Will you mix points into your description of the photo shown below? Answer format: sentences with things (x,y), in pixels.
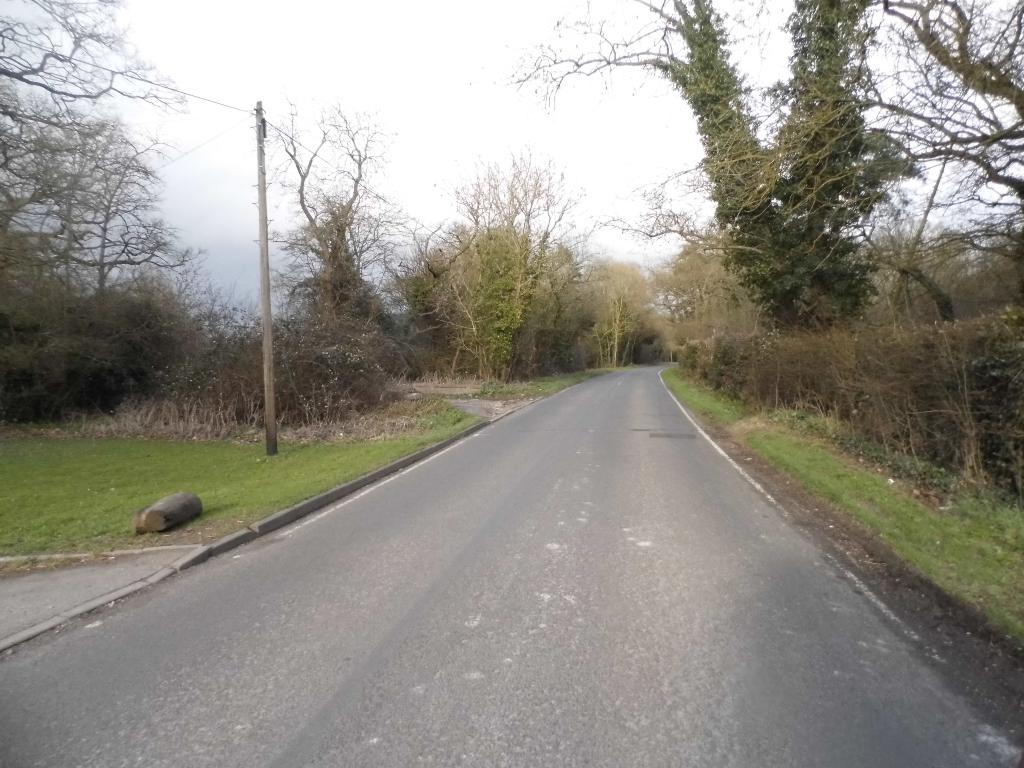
In this image I can see trees (495,289) in green color. I can also see an electric pole (261,247) and sky (423,99) is in white color.
